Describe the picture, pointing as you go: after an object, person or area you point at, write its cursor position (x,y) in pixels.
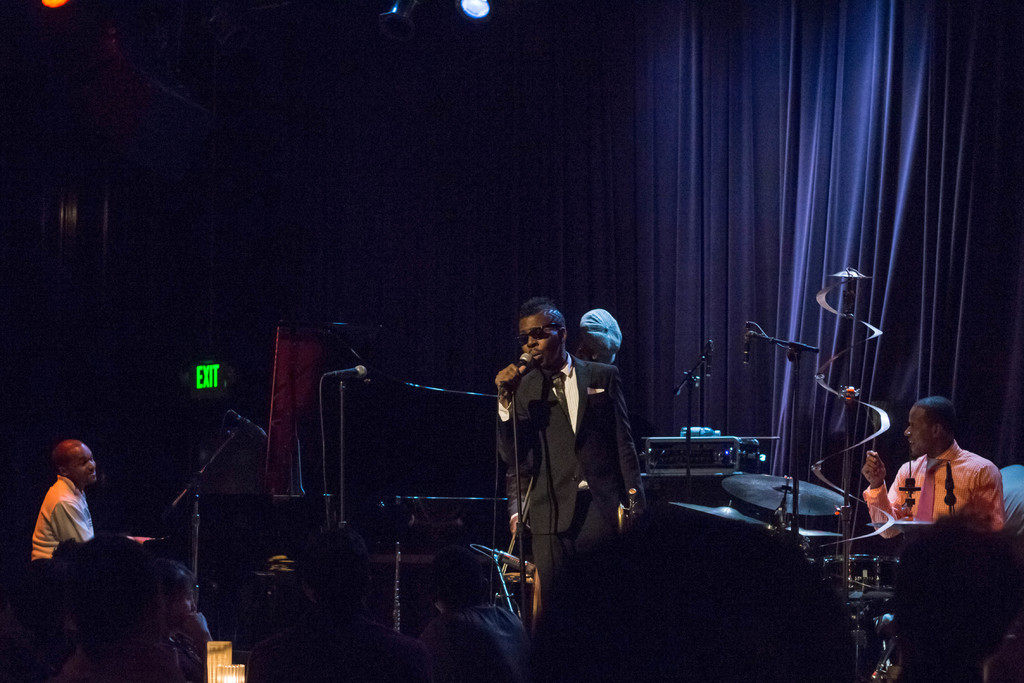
In this image we can see a person (549,510) is standing, is wearing black color suit (571,452) and holding mic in his hand (509,376). Right side of the image (955,449) one person (915,508) is sitting, he is wearing orange color shirt (872,497) and playing drums (791,499). Bottom left of the image (136,604) people (110,618) are sitting and watching to the person (567,530) and one more person (72,509) is sitting is wearing white color dress (78,521). Background of the image (865,179) curtain (641,170) is there.
